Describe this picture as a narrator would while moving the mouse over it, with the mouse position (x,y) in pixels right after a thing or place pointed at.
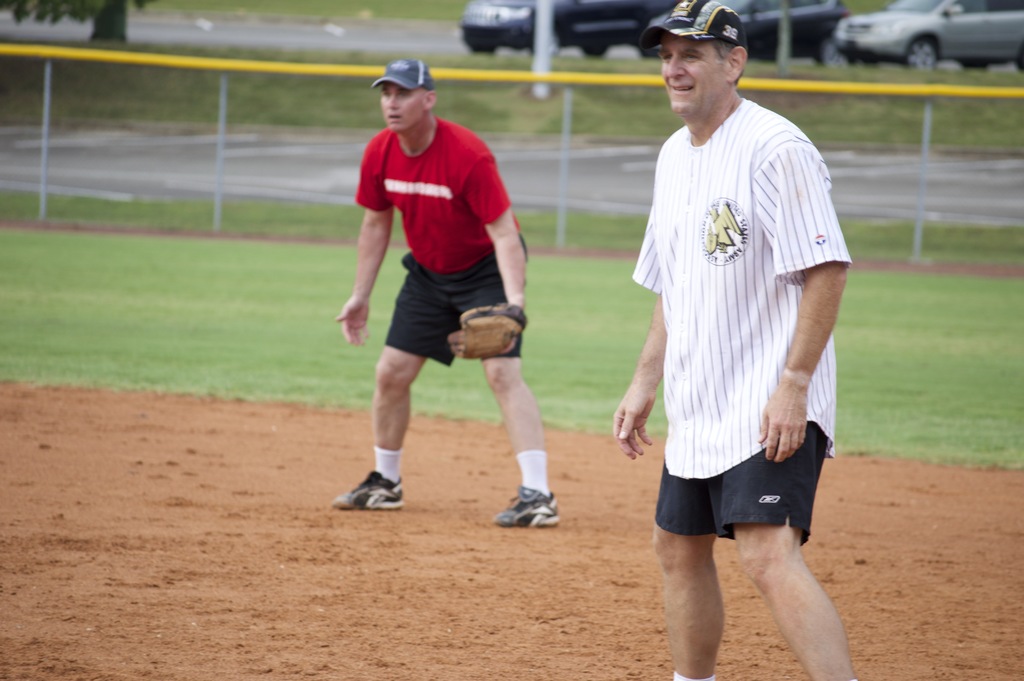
In this picture there are two persons (706,562) standing. At the back (1006,46) there is a fence (643,122) and there are vehicles (968,58) and there is a tree (93,4). At the bottom (62,544) there is ground (235,583) and there is grass (24,290) and there is a road (523,198).
